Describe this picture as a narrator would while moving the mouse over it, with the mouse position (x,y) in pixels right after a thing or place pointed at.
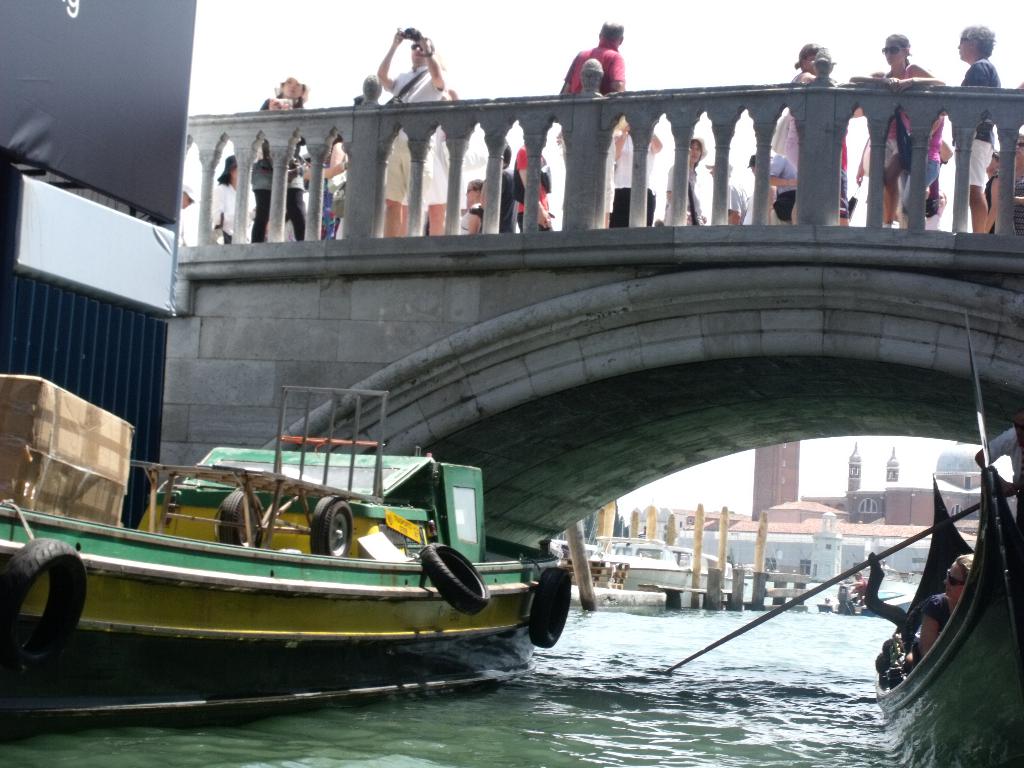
In this picture we can see a boat (217,686) in the water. There is a box (90,442), black objects (17,593) and a few things (265,481) visible on the boat (189,636). We can see a person (924,620) visible on a boat (965,675) on the right side (907,681). It looks like a rod (798,603). We can see an arch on a bridge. There are a few people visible on this bridge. We can see some people (190,232) are holding objects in their hands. There are a few poles (609,531) and houses (927,504) visible in the background (965,482). We can see an object (75,8) on the left side (132,261).
